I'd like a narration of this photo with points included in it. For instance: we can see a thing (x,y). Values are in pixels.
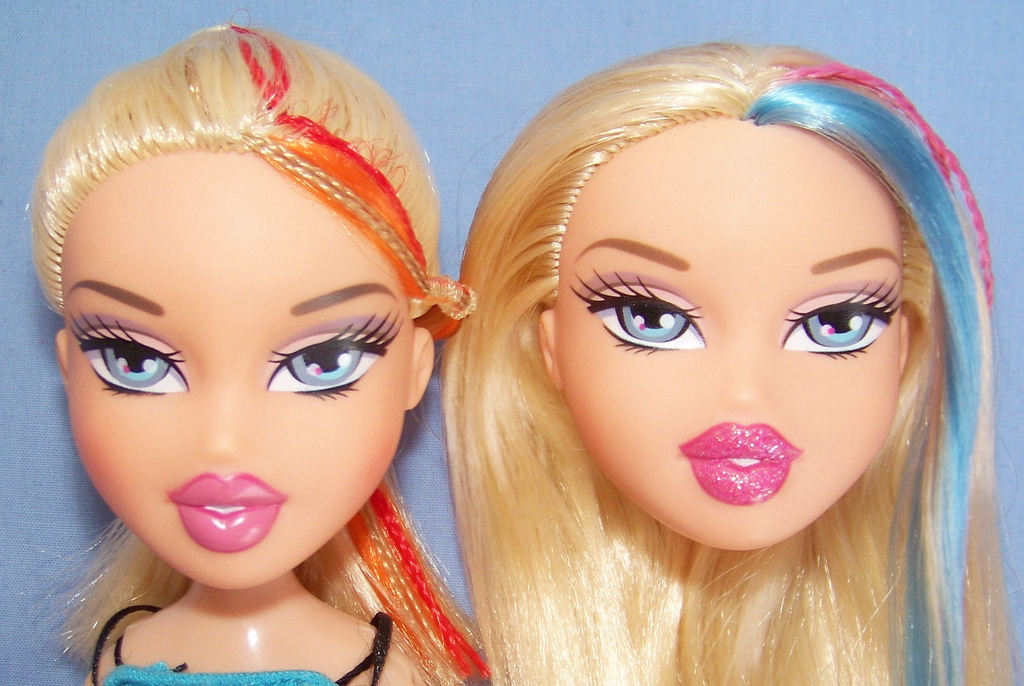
Here in this picture we can see two barbie dolls (290,387) present over a place (70,562).
